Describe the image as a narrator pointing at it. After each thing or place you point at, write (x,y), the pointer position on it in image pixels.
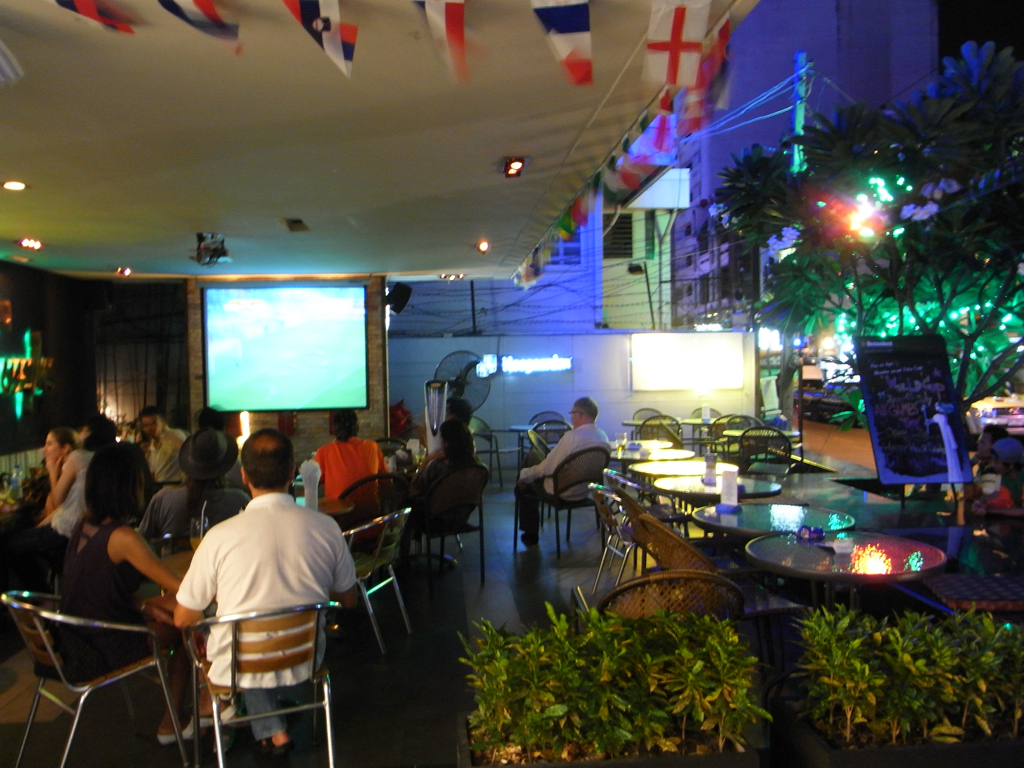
There are few people (225,657) sitting on the chair (252,633) at the table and looking at the screen (321,307). There are also trees (744,189), plants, lights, poles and buildings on the right (694,171).
